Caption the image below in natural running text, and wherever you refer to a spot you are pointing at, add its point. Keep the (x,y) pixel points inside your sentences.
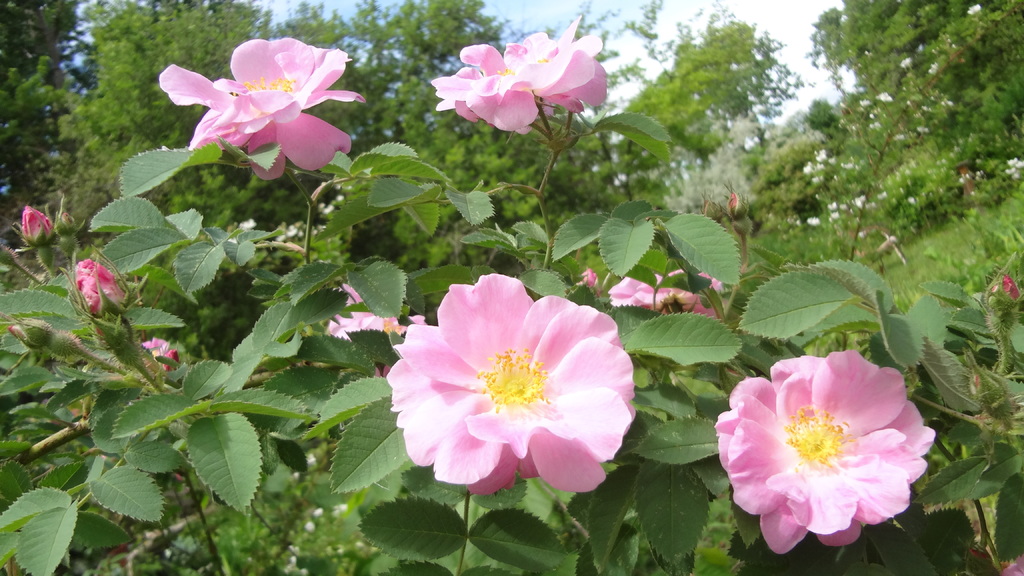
This is a zoomed in picture which is clicked outside. In the center (498,374) we can see the flowers (580,392) and buds (101,271) and we can see the leaves (736,262). In the background (802,16) there is a sky (819,78), trees (870,94) and flowers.
